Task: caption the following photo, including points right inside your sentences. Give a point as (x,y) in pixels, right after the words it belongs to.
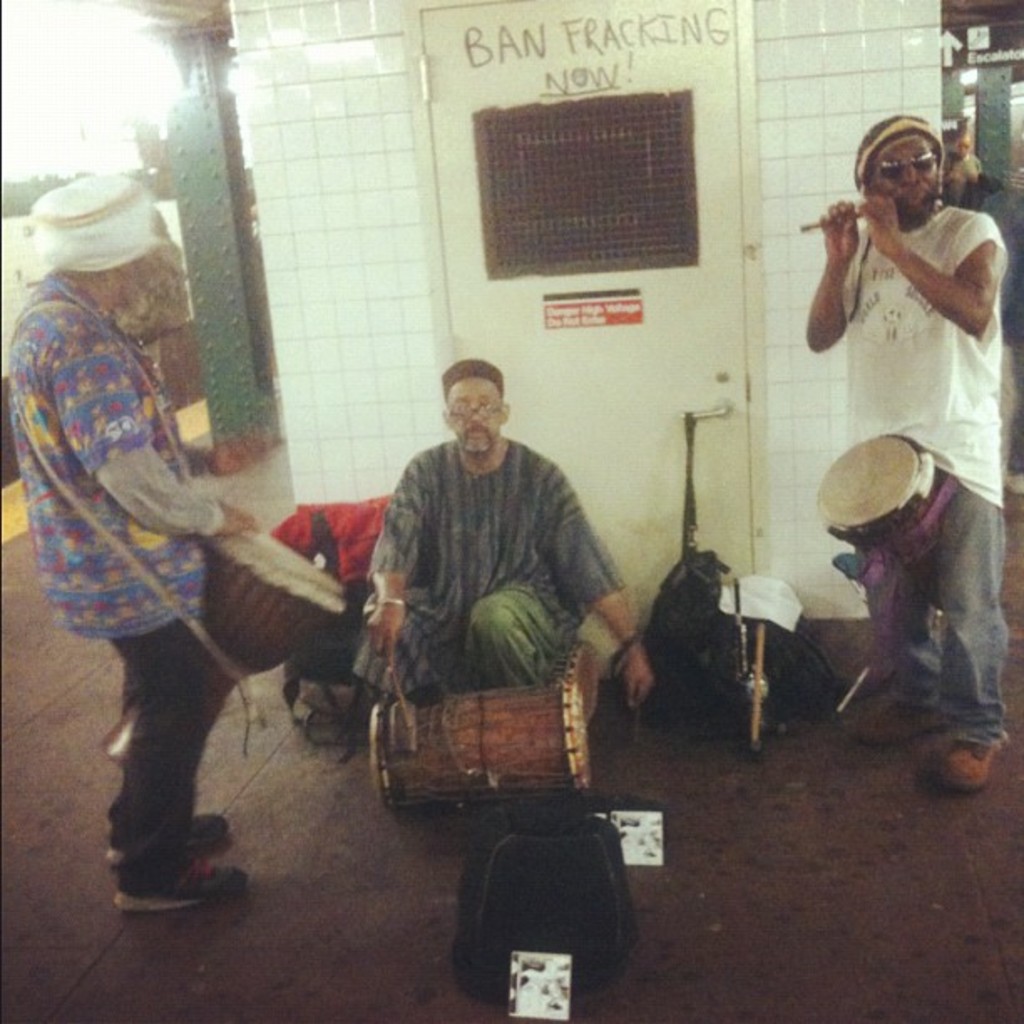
On the left side (159,499), there is a person (124,182) wearing a white color cap (110,182) and playing drums (278,588) on the floor (962,806). Beside him, there is a person (464,553) sitting and holding a stick (393,681). In front of him, there is a drum (502,719) on the floor (623,786). On the right side (940,315), there is a person (884,263) in white t-shirt (946,329), playing a flute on the floor (974,818), on which there are bags (700,612). In the background (391,240), there is a white wall (276,30).
